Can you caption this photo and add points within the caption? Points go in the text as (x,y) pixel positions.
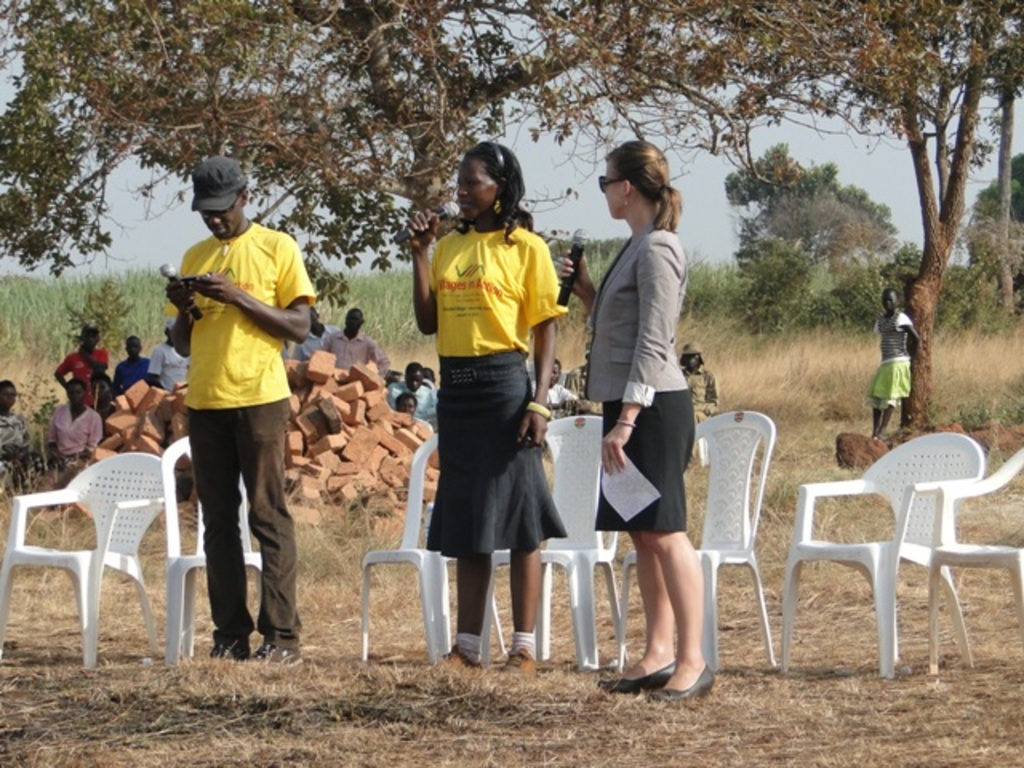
This image is taken in the outside of the city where there are person (474,349) standing and sitting. The woman (607,338) at the right side (688,440) is holding mic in her hand (577,295) and holding a paper (629,493) in hand (626,431). In the center (489,327) woman (484,324) wearing yellow colour t-shirt (477,279) is holding mic (449,216) and is speaking. At the left side (258,338) man (238,313) holding mic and mobile phone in his hand (218,291) is standing. There are empty chairs (103,517), in the background (803,292) there are trees (784,181), sky (620,120), bricks (337,441) and the person (95,401) sitting and standing.
